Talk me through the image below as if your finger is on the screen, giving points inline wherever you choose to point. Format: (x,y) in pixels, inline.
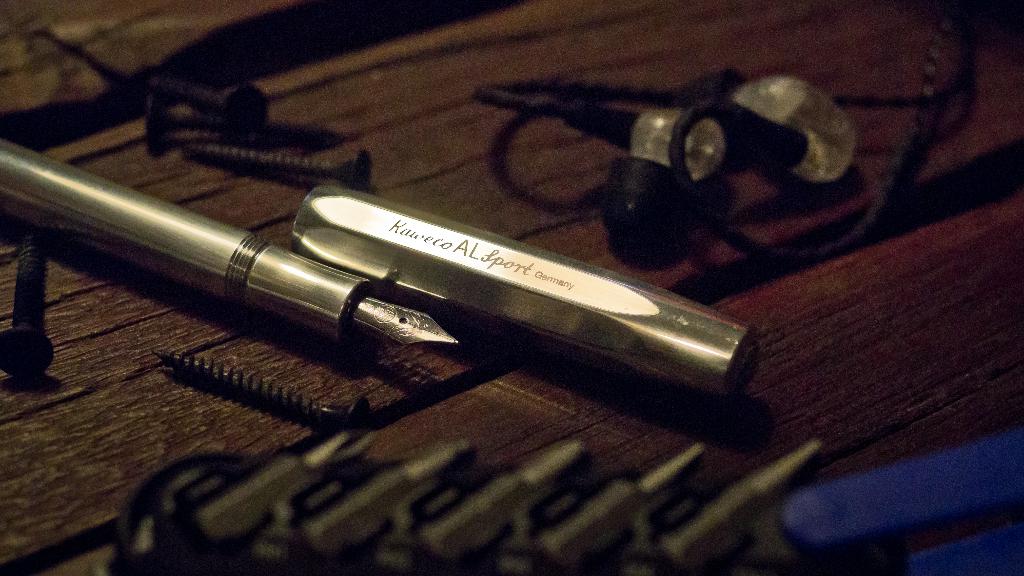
In this picture we can see a pen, screws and few objects (495,491) and these all are placed on the wooden platform (560,426).
